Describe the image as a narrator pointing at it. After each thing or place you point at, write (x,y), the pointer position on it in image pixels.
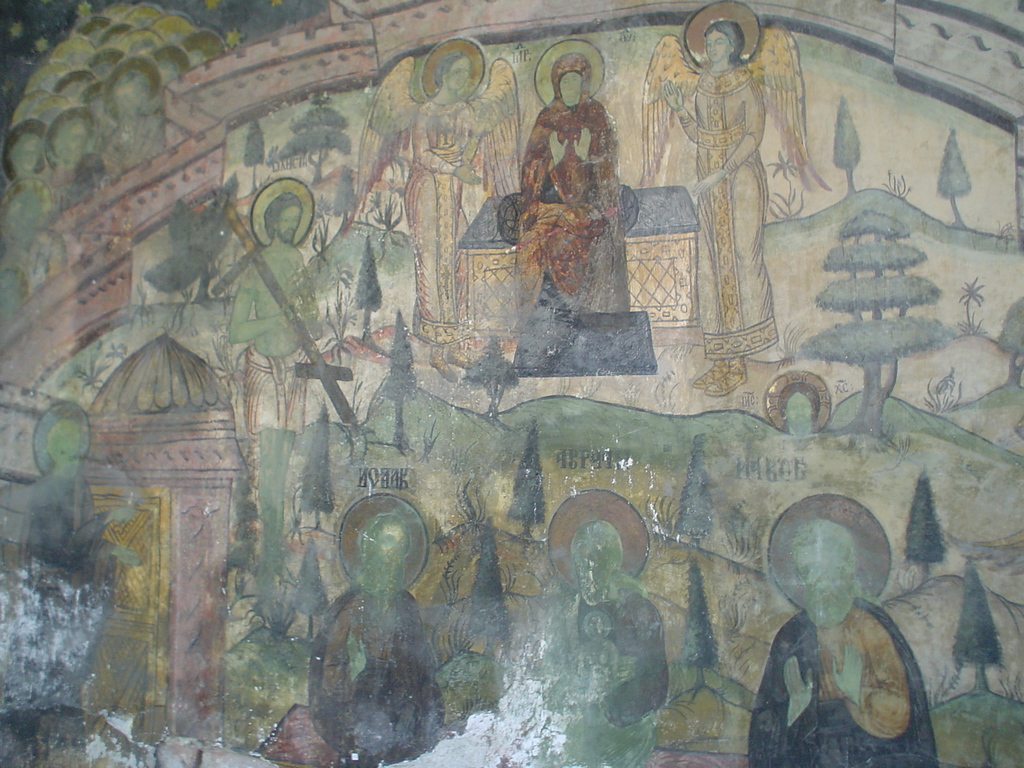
In this image we can see a painting (54,761), which consists of people (796,717), trees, plants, houses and a few other objects (325,377) on it.
